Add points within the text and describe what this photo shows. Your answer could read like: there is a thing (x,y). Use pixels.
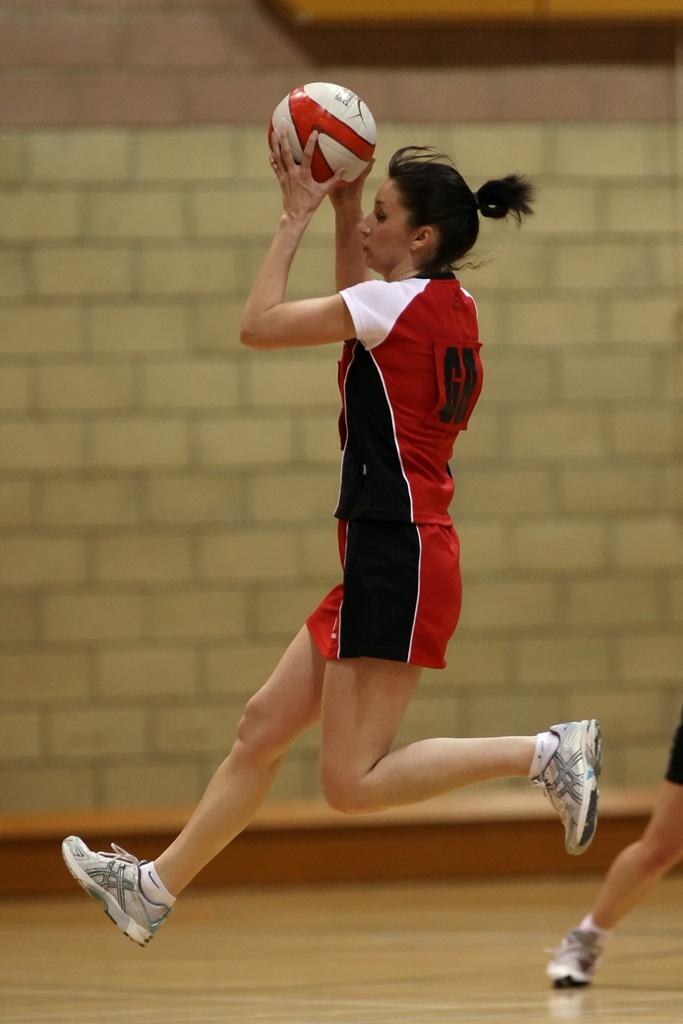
Here we can see a woman (334,621) holding a ball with her hands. This is floor (319,969). In the background (555,610) there is a wall (63,419).
